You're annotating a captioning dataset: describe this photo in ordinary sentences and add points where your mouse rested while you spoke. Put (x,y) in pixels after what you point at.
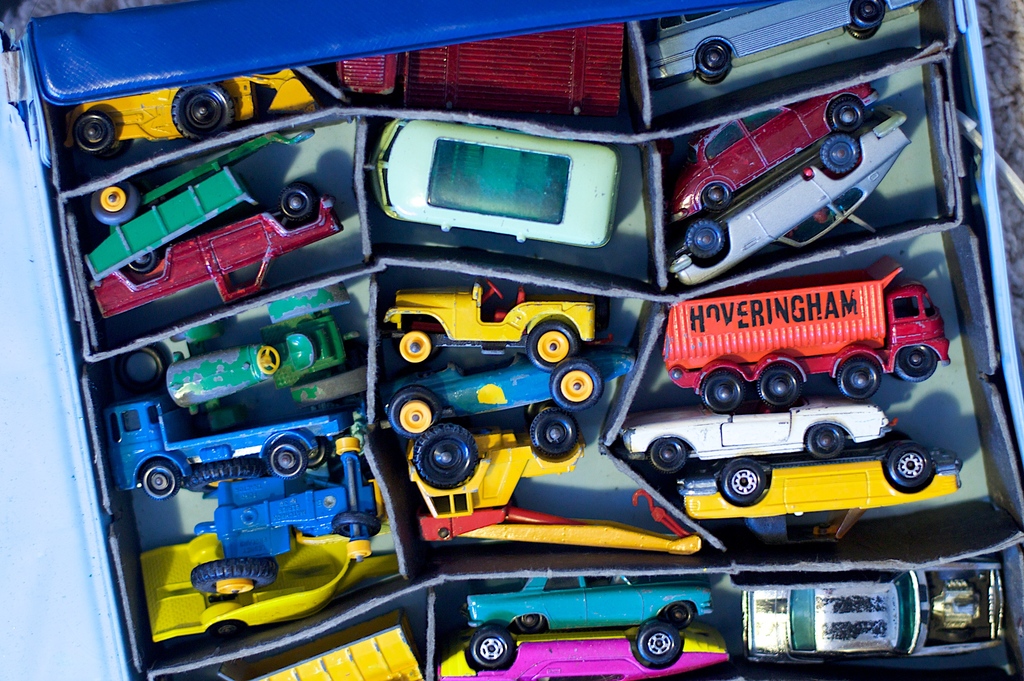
In this image I can see a white color surface (44,518) on which I can see a box (893,404) in which I can see few toy vehicles (523,441) which are blue, yellow, black, green, pink and red in color.
